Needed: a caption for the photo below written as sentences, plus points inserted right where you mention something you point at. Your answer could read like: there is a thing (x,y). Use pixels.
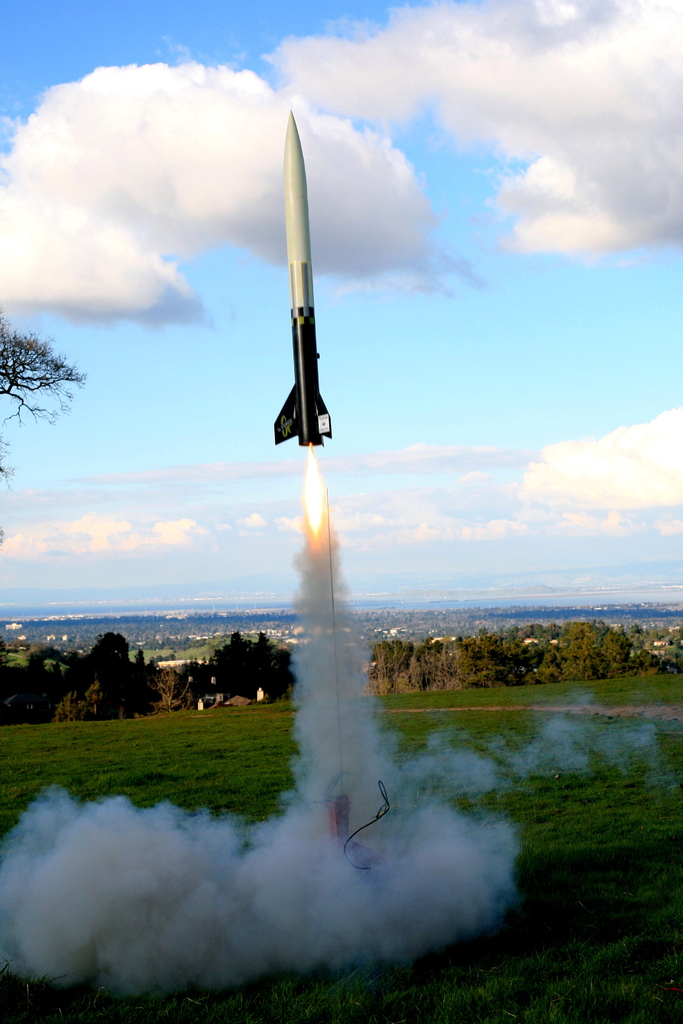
In this picture there is a rocket (294,188) in the center of the image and there are buildings (388,634) and trees (441,681) at the bottom side of the image (132,698).
